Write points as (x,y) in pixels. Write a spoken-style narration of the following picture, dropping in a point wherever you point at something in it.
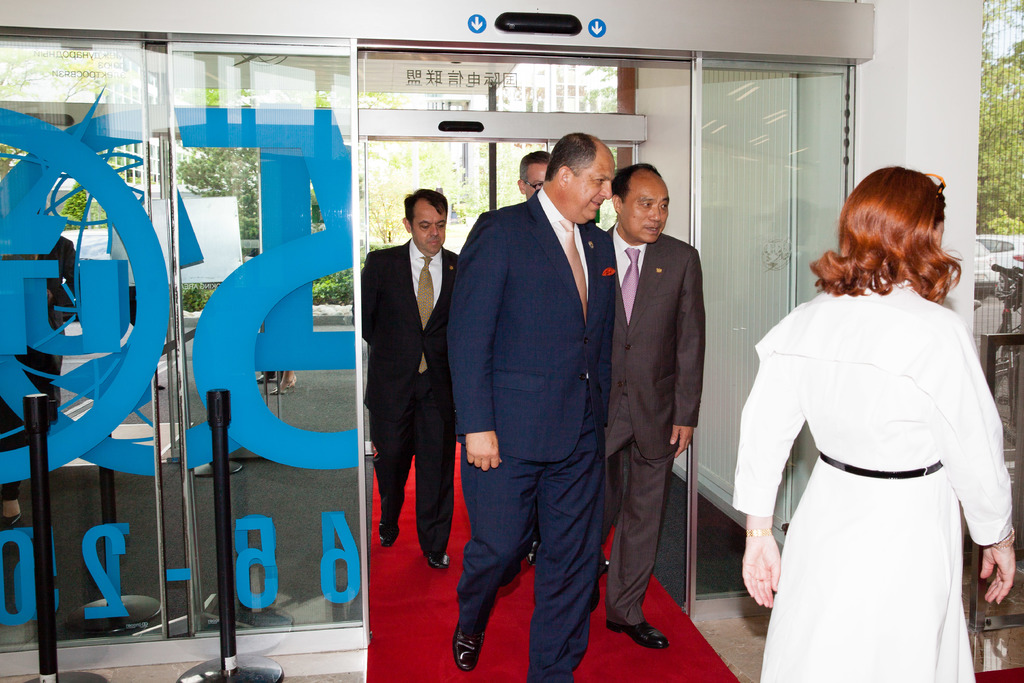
In the foreground of this image (582,318), on the right (864,523), there is a woman (848,556) in white dress (831,566) and we can also see few men (561,445) walking on the red carpet (652,654). On the left (33,570), there are few safety poles (224,543), glass wall (344,102) and trees (424,164) in the background (410,173). On the right (1016,251) background (1014,155), there are few vehicles (1008,240) on the road (990,318), trees (990,137) and the sky (1019,36) on the top (1012,40).
